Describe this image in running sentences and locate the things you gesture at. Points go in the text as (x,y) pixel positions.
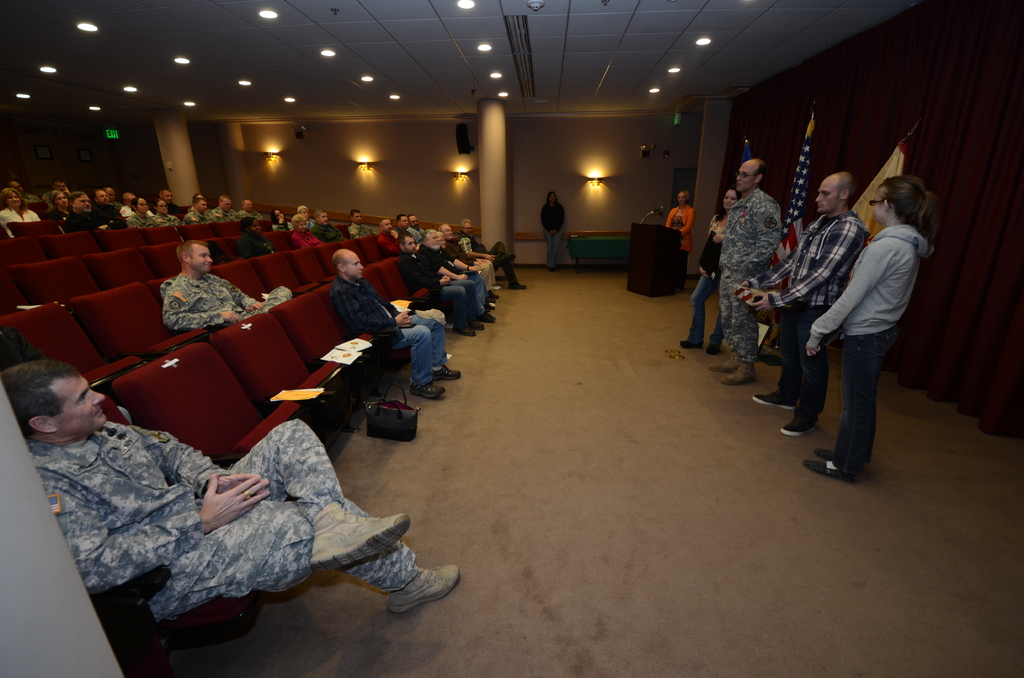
This picture describes about inside view of a hall (334,224), in this we can find group of people (349,259), few are sitting on the chairs (156,406) and few are standing, in the background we can see few lights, speaker (468,131) and flags (856,210).
